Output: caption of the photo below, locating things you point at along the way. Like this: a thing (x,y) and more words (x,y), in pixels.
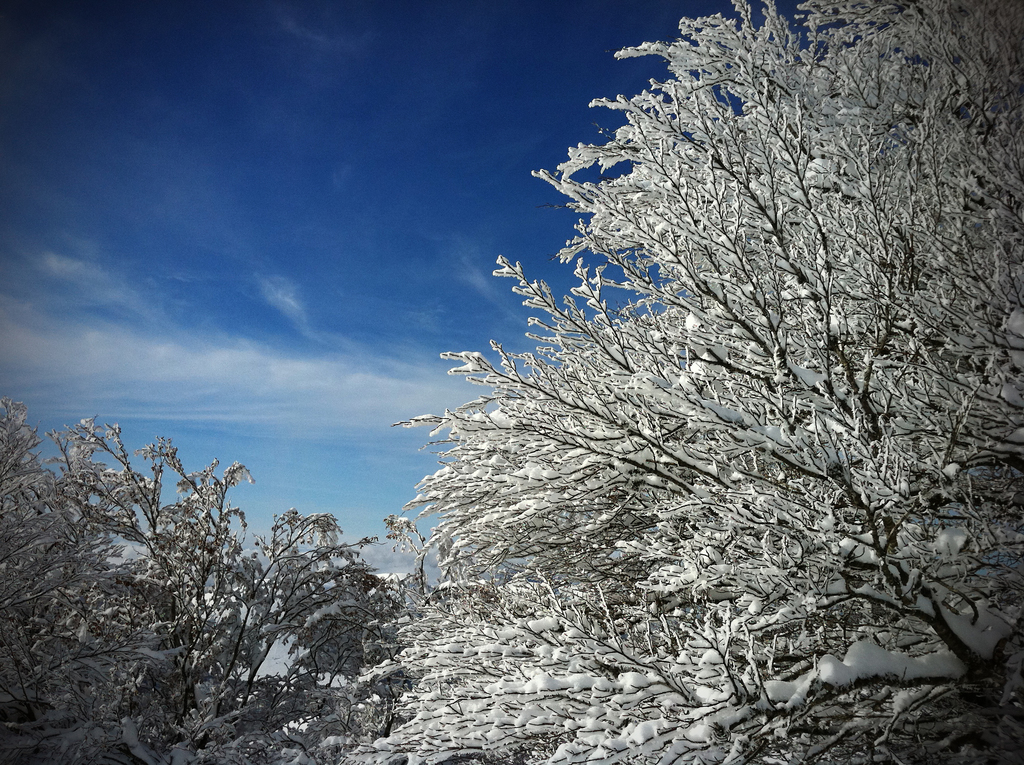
In this picture we can see trees (210,638), there is snow (468,647) on the branches (583,281) of these trees (715,573), we can see the sky (387,278) and clouds (16,331) in the background (319,345).
